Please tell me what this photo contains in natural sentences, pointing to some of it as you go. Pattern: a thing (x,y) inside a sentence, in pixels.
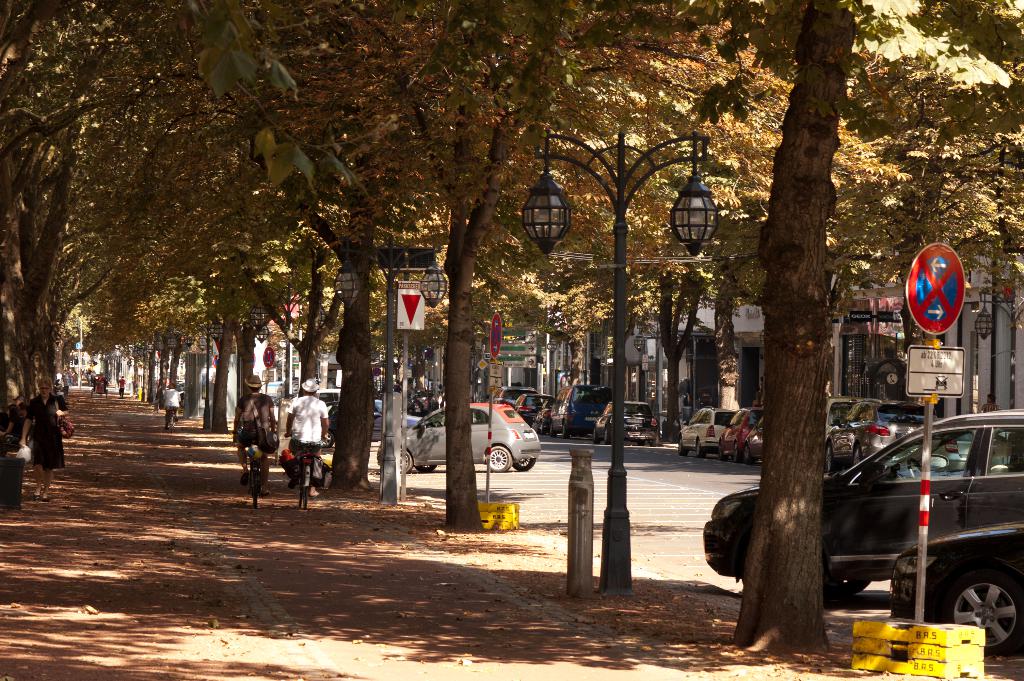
In the picture we can see a path (92,493), on the path (321,493) we can see some are standing and some people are riding a bicycle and on the border of the path (521,549) we can see trees (469,286) and on the road (694,471) we can see some vehicles (732,531) are parked and near to it we can see a building wall (890,343).
